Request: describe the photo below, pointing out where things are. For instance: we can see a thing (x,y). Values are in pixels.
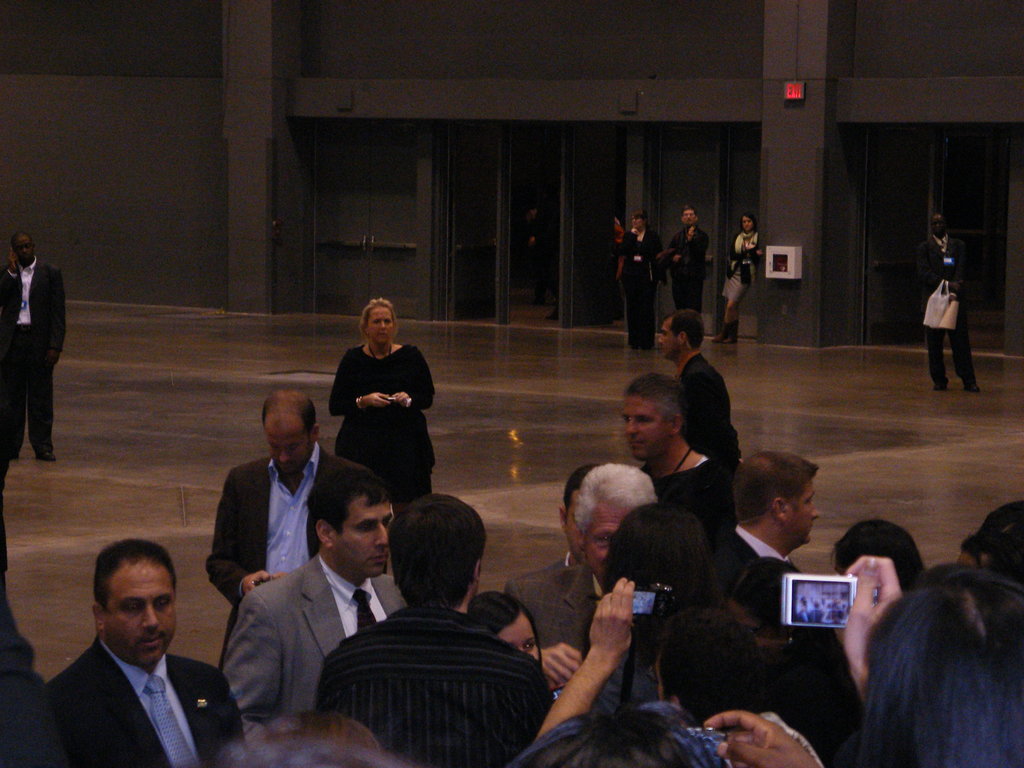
In this image in front (109,712) there are people (438,587) standing on the floor (180,428). In the background of the image (466,268) there are doors (392,268) and a wall (138,178). At the bottom of the image (59,523) there is a floor (188,376).
